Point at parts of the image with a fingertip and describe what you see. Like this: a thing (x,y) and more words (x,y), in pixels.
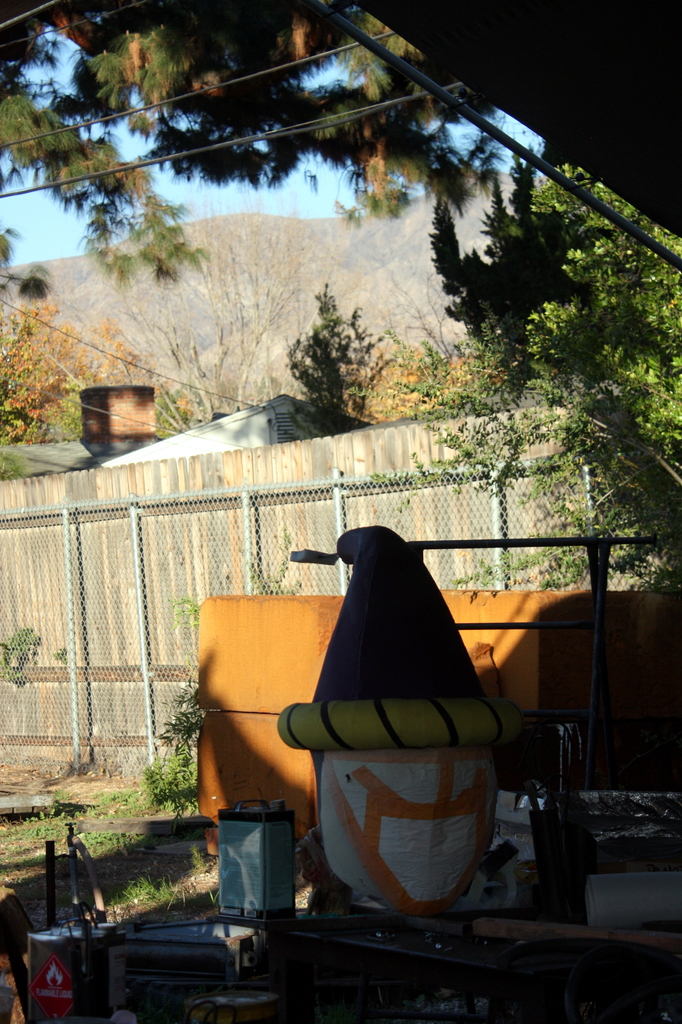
In this image I can see few cans (116,962), a brown colored object (247,795), the fencing (108,565), the wall (118,565), few trees (32,327), a house (153,393) and few other objects (349,711). In the background (9,211) I can see a mountain (214,253) and the sky (198,211).
